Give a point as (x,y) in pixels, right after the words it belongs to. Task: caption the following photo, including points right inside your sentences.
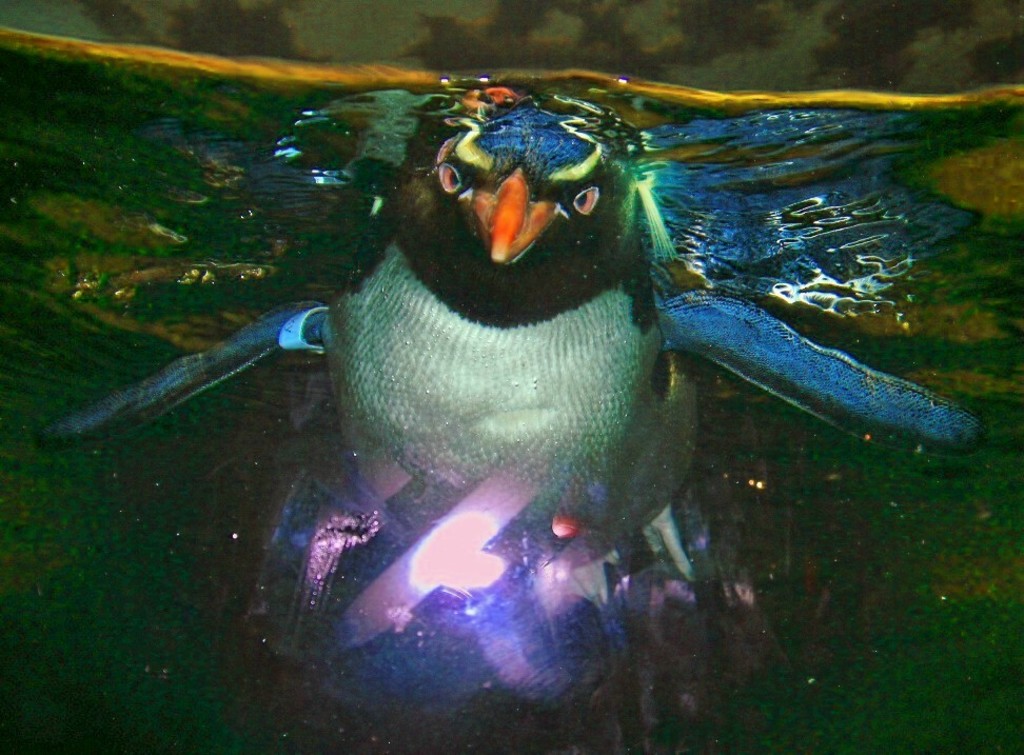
In this picture we can see the photograph of the blue and white color penguin (526,321) under the water (325,225).
